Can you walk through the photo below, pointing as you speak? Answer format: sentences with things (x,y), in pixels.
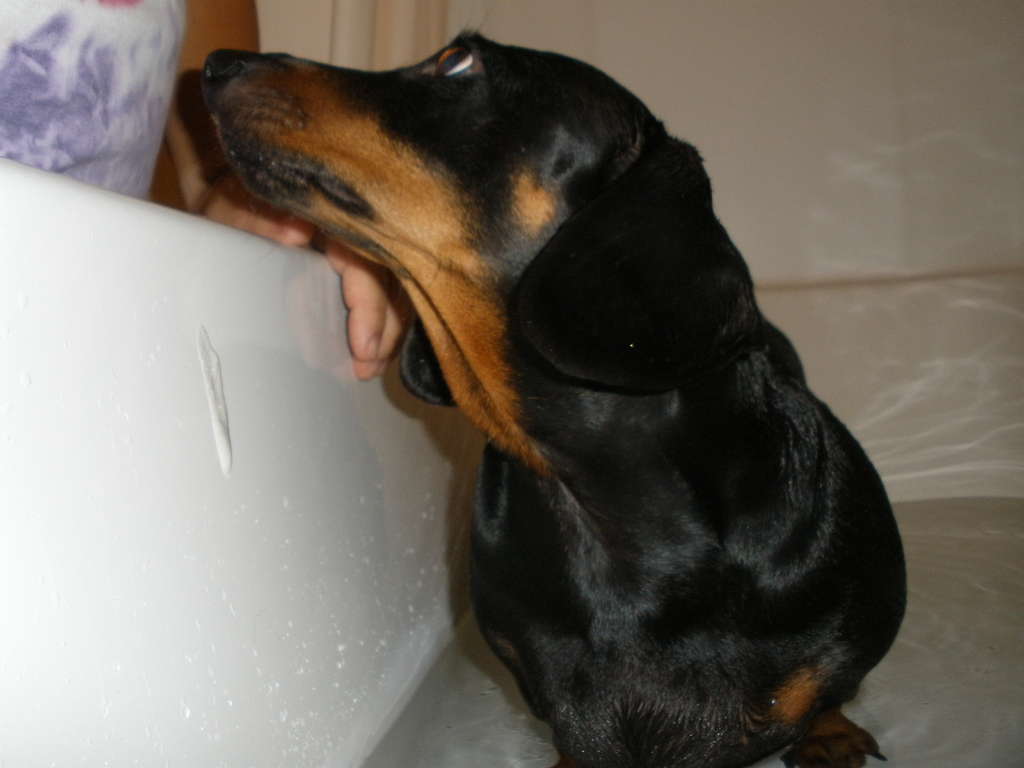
In the image in the center (587,321) we can see one dog (574,321), which is in black and brown color. On the left top of the image (116,77) we can see one person (48,73). In the background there is a wall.
